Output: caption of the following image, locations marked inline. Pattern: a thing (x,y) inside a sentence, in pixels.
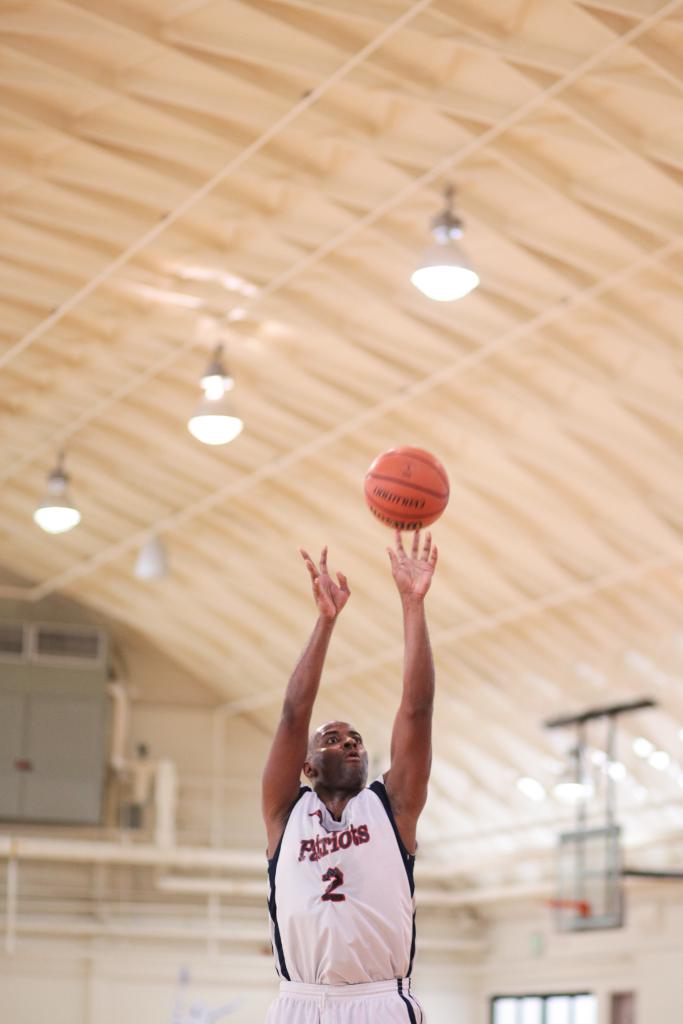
In this image we can see a man (275,910) standing on the floor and a ball (392,523). In the background (340,549) we can see cupboards (67,736), shed (247,462) and electric lights (237,430).
